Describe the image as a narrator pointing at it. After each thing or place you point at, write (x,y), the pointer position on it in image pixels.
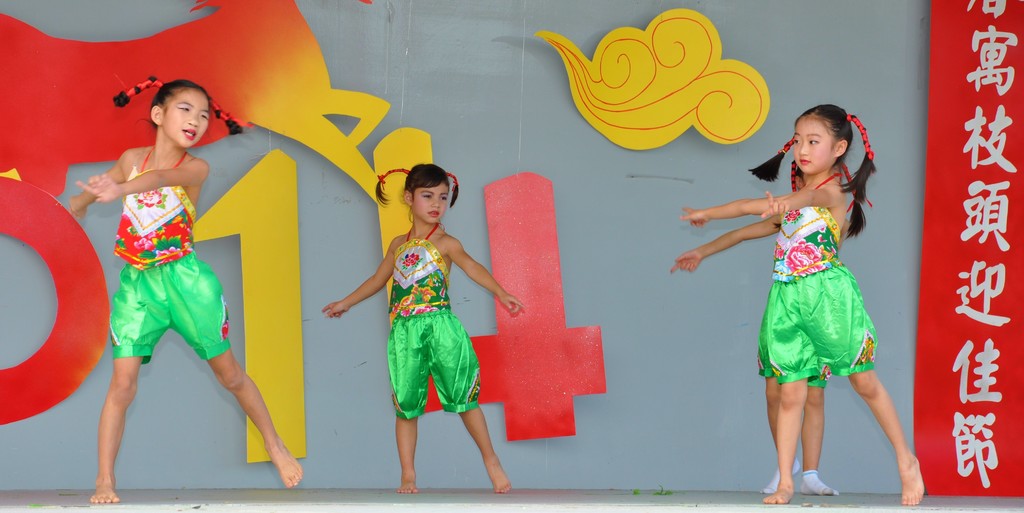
In the foreground of this image (784,401), there are four girls (418,381) dancing on the floor (441,496). In the background (616,95), there are few colored chart decorations (517,244) on the wall (476,50) and some text (983,140) on the right (986,207).
